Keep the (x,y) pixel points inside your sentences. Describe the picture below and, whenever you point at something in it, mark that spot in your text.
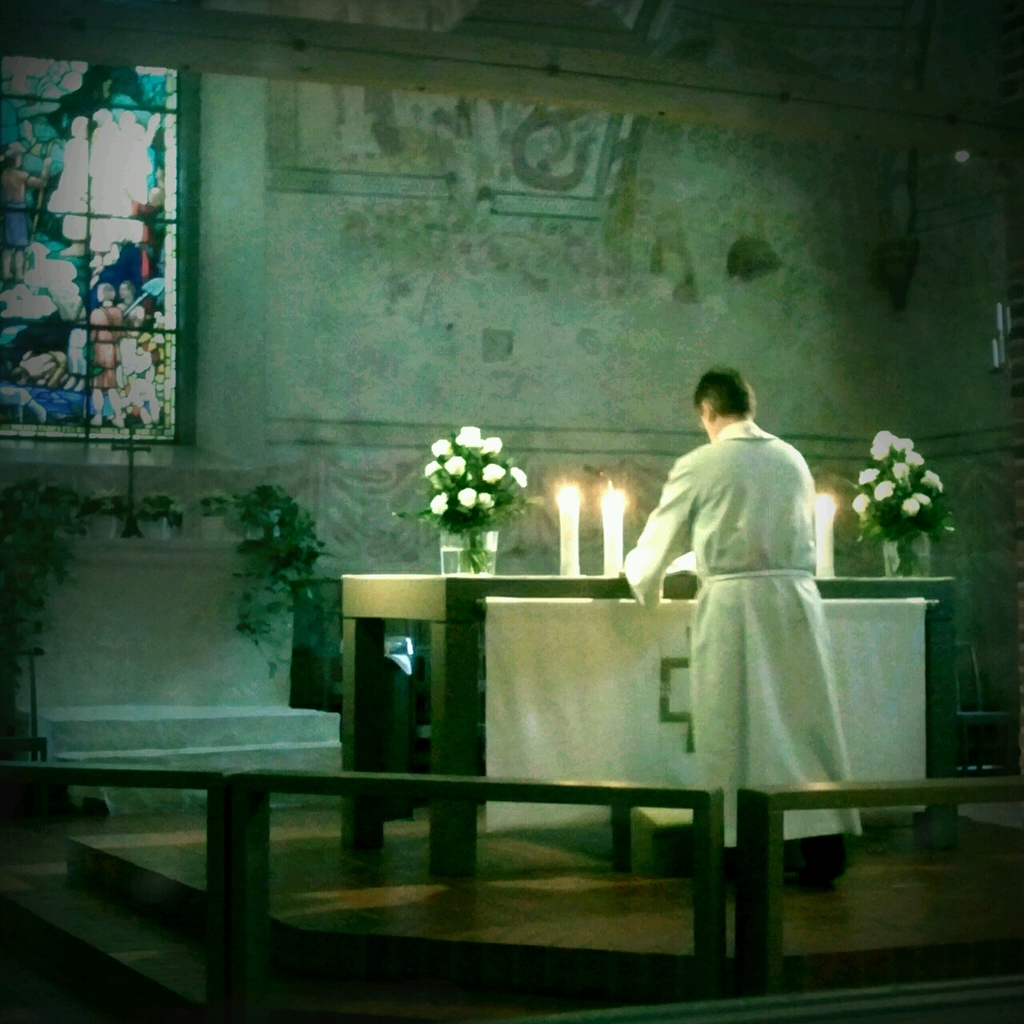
The picture is taken inside a closed room (972,436) where one person (716,689) is standing and wearing a white dress (762,557) and in front of him there is a table (575,616) on which candles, flowers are kept and in front of the table (443,582) there is a big wall (363,463) and the window (110,255) and a cross mark (132,499) and some plants (157,501) on it.
